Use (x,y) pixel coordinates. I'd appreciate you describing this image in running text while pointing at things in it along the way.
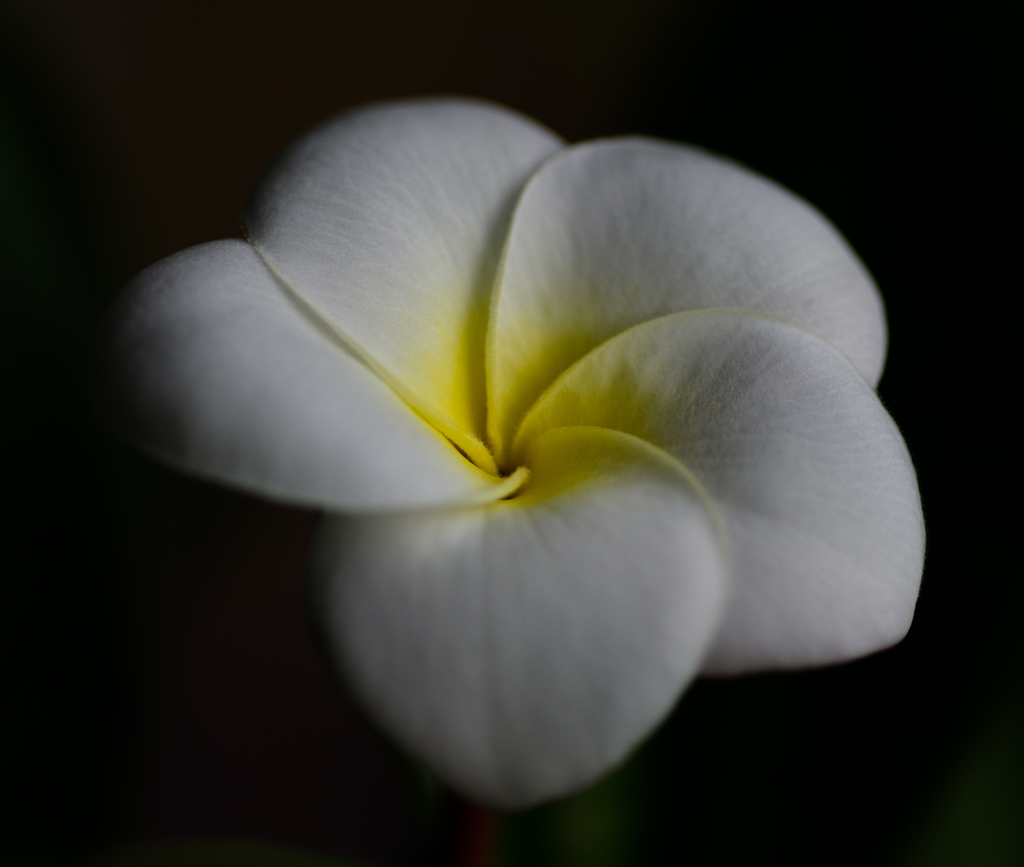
This is a zoomed in picture. In the center (624,568) there is a white color flower (718,287). The background of the image (918,111) is very dark.
